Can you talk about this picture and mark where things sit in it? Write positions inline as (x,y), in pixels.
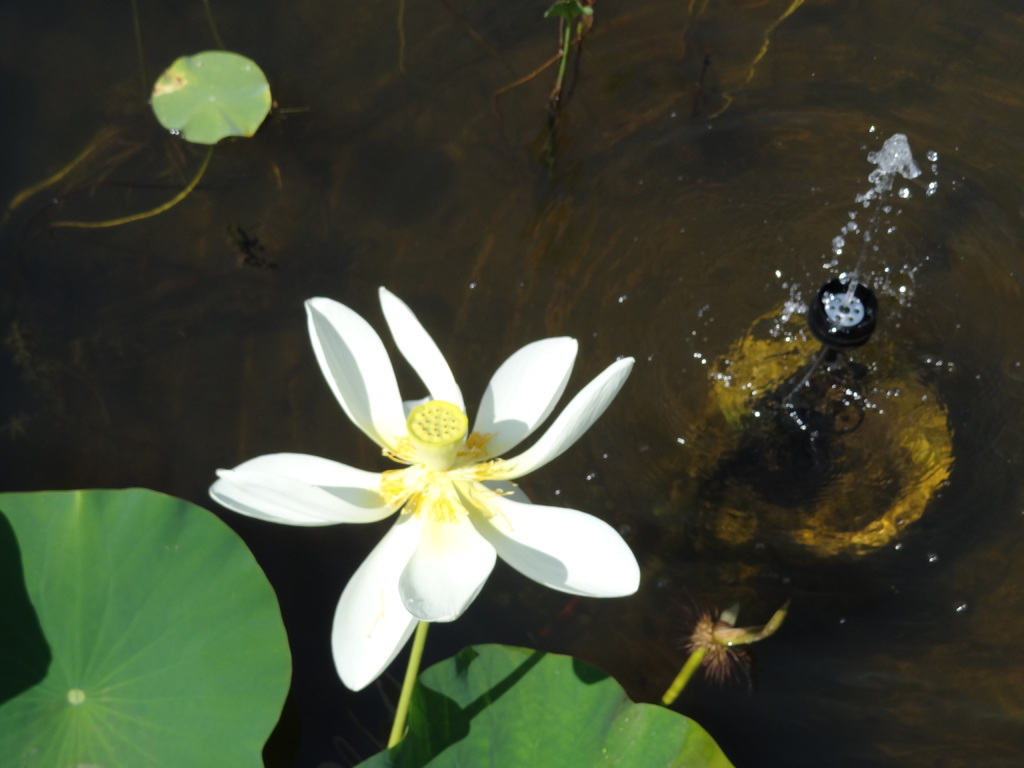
In this picture I can see leaves (622,763), flower (473,507) and looks like a some machine (835,312) in the water (749,255).
